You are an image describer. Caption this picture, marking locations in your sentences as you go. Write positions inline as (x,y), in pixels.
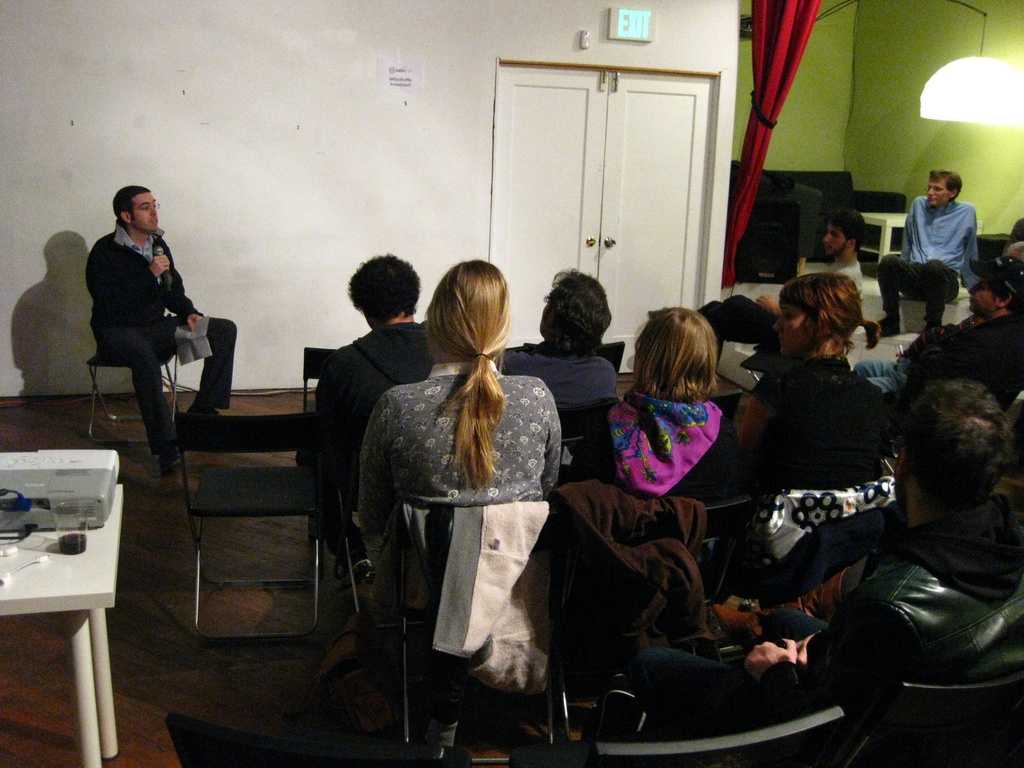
In this image there are group of people (442,496). On the table (64,559) there is a glass (76,530). The man (149,288) is holding a mic (166,281).
